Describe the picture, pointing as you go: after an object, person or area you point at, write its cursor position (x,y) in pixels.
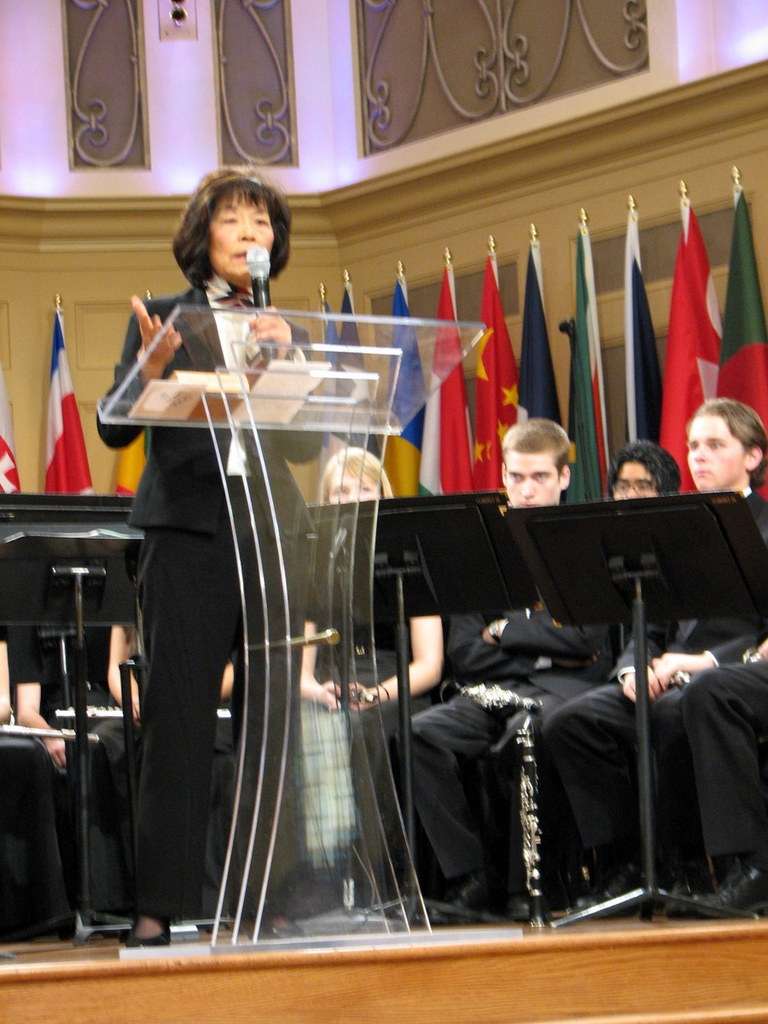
In this image we can see a person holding a mic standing in front of a speaker's stand (385,392). On the right side (519,490) we can see some people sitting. We can also see some boards (444,552) with stands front to them. On the backside (435,480) we can see some flags (402,469) and the wall (550,327).
